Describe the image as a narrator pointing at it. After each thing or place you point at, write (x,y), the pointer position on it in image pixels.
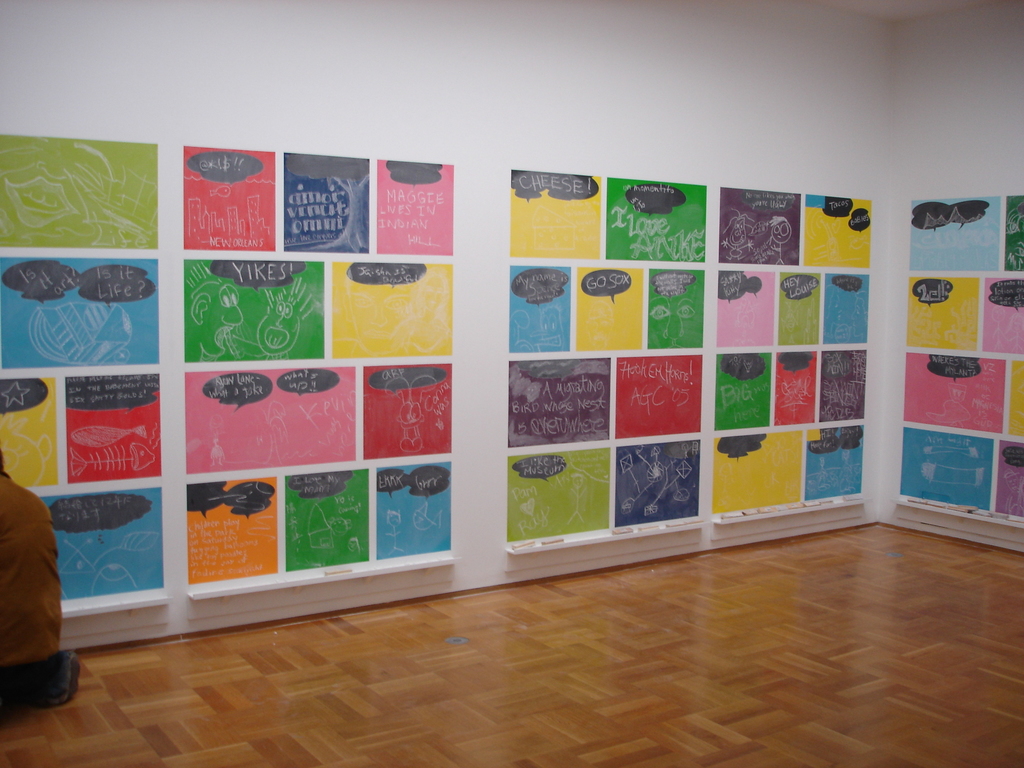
On the left side of the image (15,540) we can see one person (50,590) wearing brown color jacket (32,586). In the background (789,83) there is a wall (676,74). And we can see some painting (521,383) on the wall (465,415). And there is a floor (224,746) and a few other objects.
